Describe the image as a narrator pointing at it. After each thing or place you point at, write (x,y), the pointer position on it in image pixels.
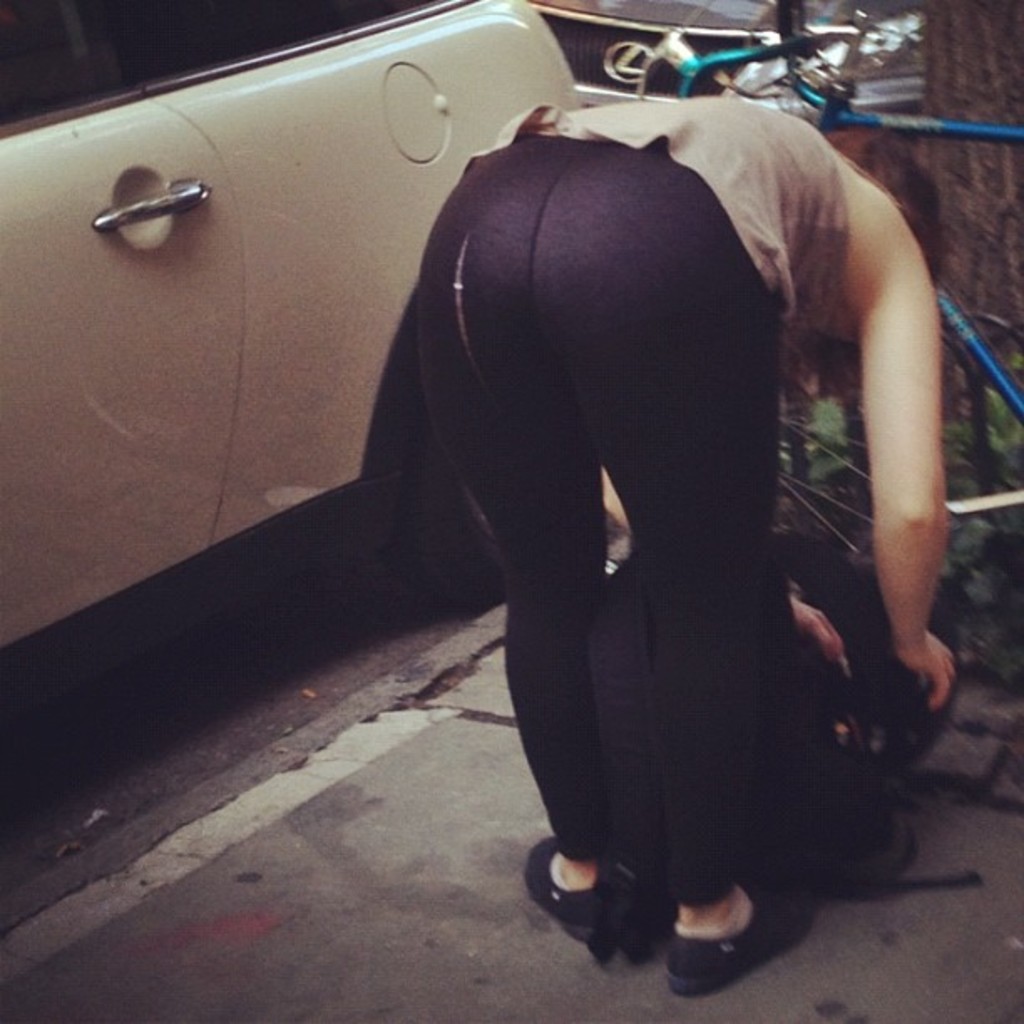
In the center of the image (612,417), we can see a lady (700,584) bending and holding a bag (884,653) and in the background (483,55), there are vehicles (574,67) and plants (952,482). At the bottom (248,882), there is road (317,899).
